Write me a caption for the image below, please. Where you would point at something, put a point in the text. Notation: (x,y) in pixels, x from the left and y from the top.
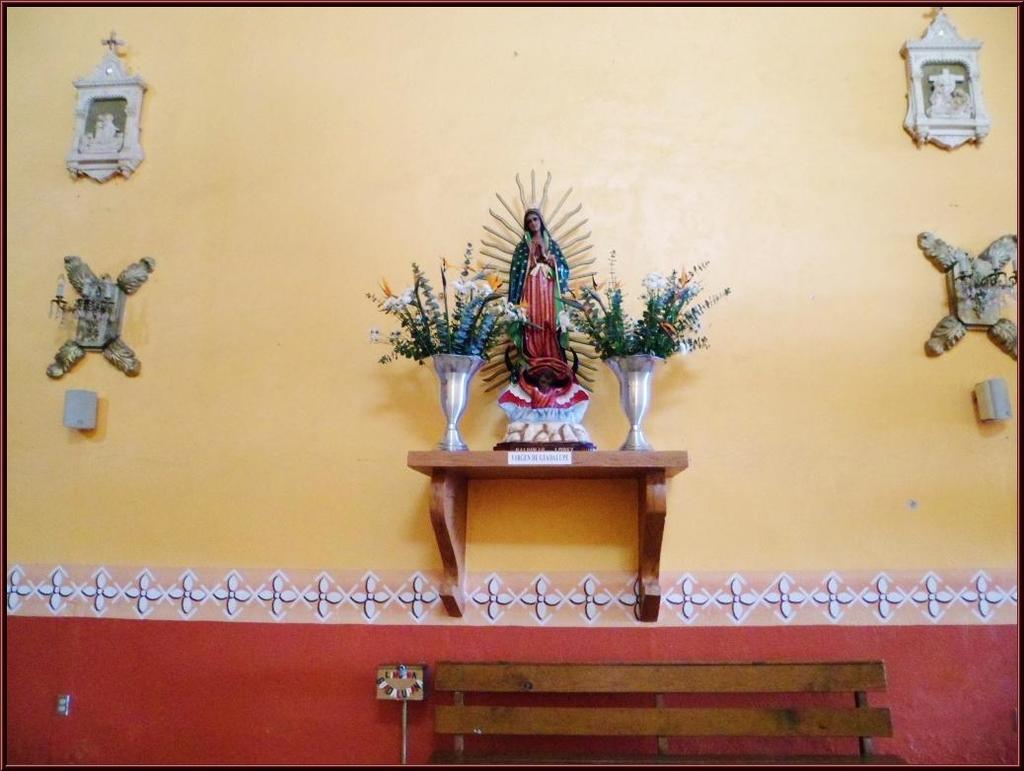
In this picture we can see bench (525,759), behind there is a wall (245,407) on which we can see some sculpture (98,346) along flower pots (451,376).
